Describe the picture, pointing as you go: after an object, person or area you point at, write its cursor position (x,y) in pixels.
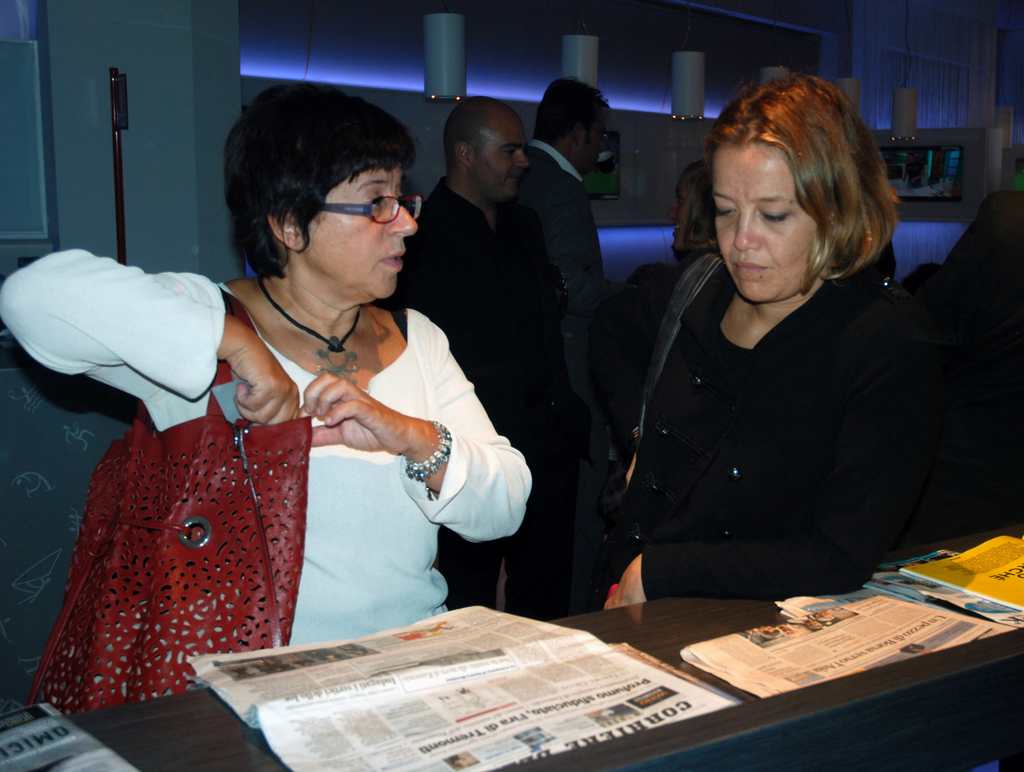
This image consists of two women (865,460) standing in the front (679,523). On the left (189,445), the woman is wearing a handbag (253,529). On the right (832,492), the woman (814,472) is wearing a black dress (744,379). In the background (608,362), there are many people (559,134). And we can see the pillars (216,31) along with the wall (72,76). At the bottom (653,730), there is a table (611,623) on which there are newspapers (565,629) and books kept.
